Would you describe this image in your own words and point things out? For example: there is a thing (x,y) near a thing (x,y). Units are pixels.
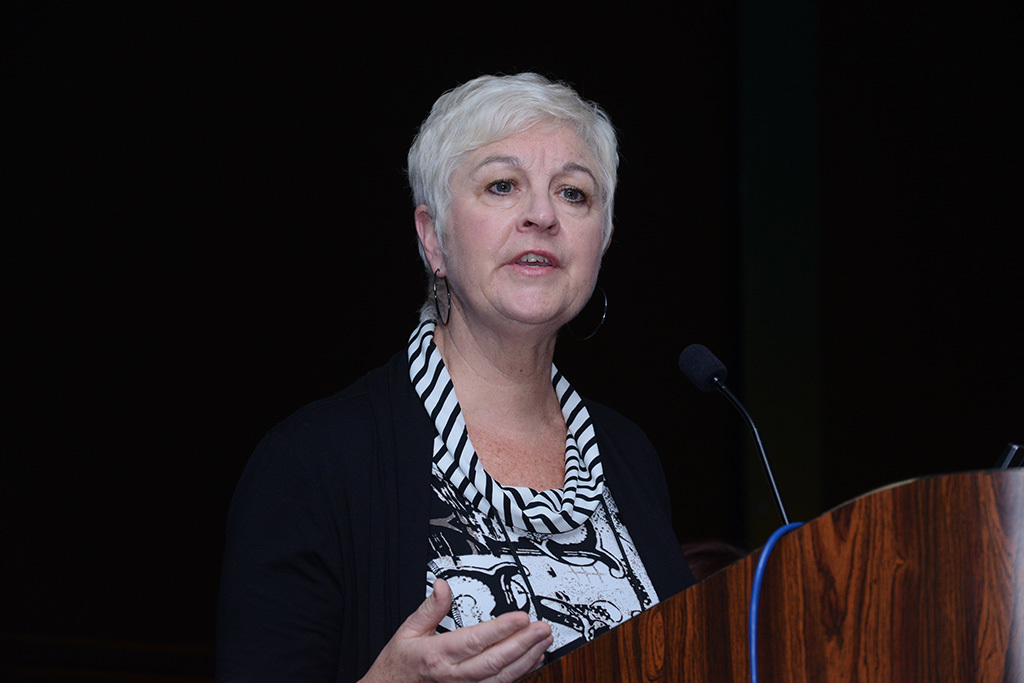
In this image there is a person (547,402) on the stage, in front of her there is a microphone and a cable (750,628) on the podium (827,604).
